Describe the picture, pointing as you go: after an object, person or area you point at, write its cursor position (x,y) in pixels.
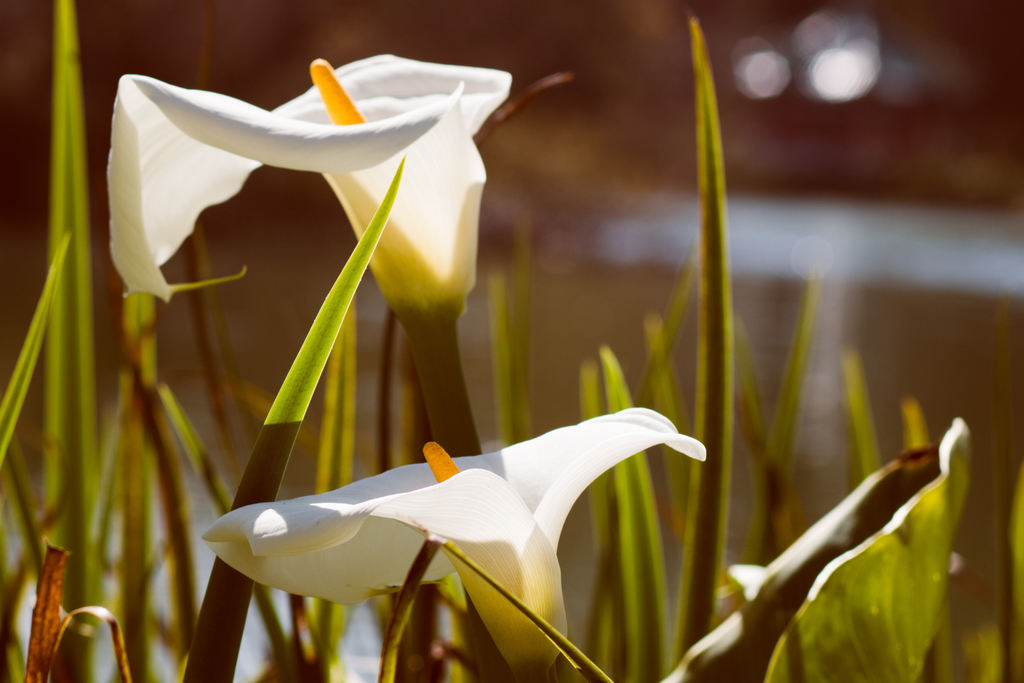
In this image we can see grass (979,674) and there are flowers (486,495).
